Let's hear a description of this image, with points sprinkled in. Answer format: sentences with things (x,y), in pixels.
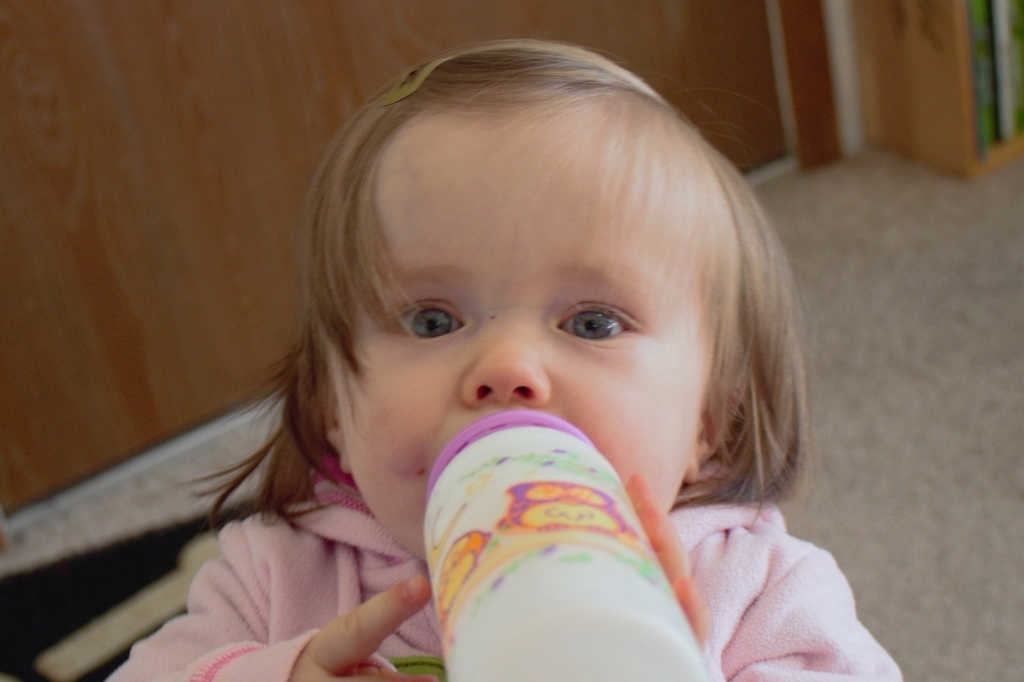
In this image in the foreground (611,399) there is one baby (767,546) who is holding a bottle (543,554) and drinking, in the background (370,58) there is a wall (727,87) and at the bottom (849,524) there is a floor (37,555).
